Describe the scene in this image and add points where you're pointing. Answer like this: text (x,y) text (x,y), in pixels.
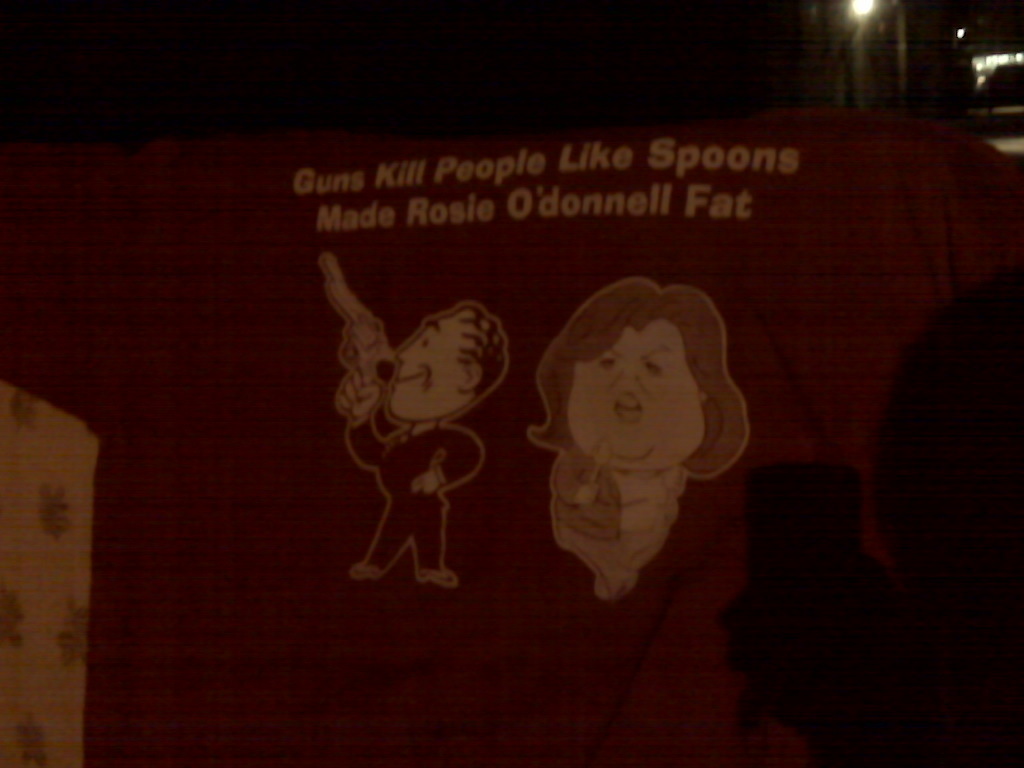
In the picture there are two animated images (470,382) and above them there is some quotation (606,160) written on a red background (669,165).
